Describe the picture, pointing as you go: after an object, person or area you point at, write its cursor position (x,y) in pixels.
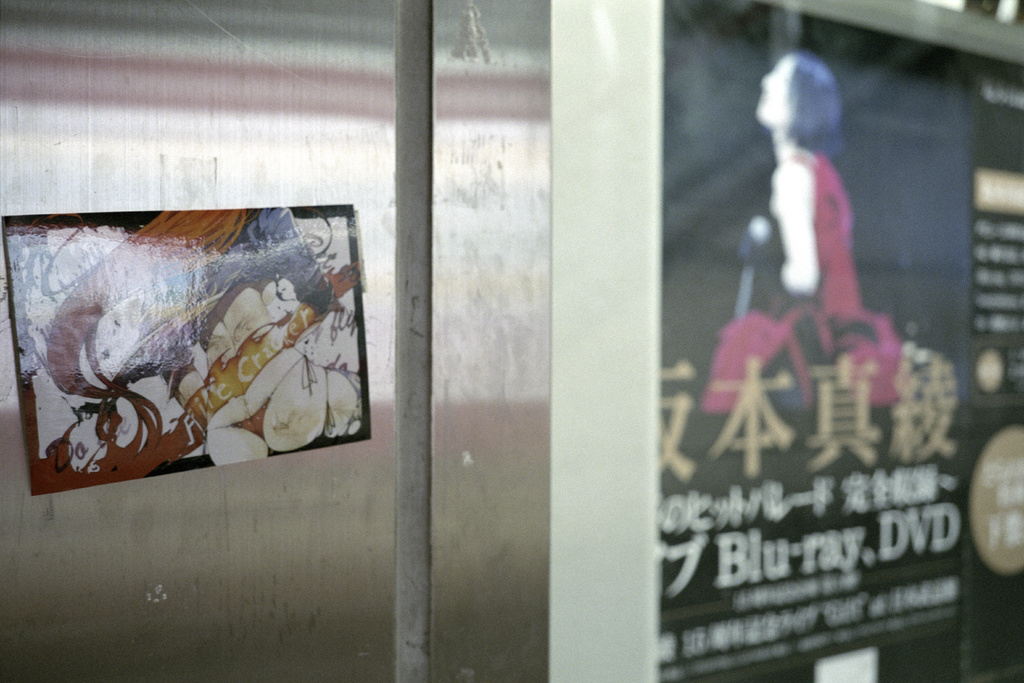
In this picture we can see the wall (17,441) and boards (296,444).
